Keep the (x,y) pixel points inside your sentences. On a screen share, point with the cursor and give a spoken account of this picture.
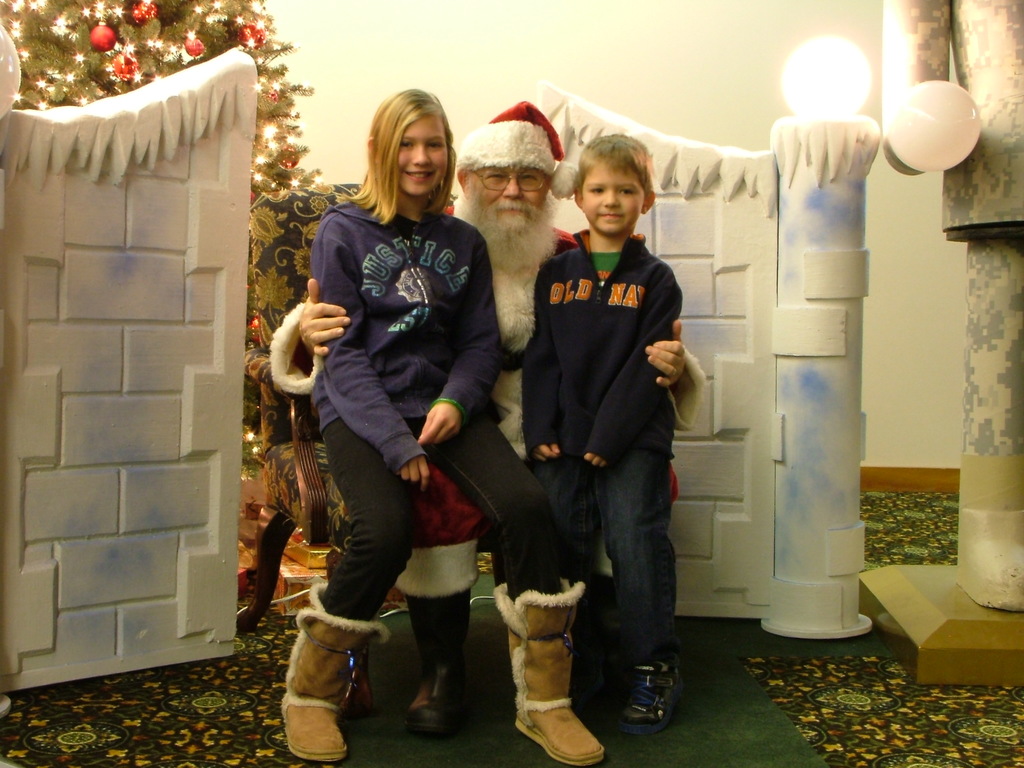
In this image I can see a man (668,370) is in Christmas grandfather (517,311), beside him a beautiful girl (391,341) is there, sitting on him, she wore blue color sweater (395,344) and a little boy (600,174) is standing near to this man (507,153). On the left side (54,36) there is a Christmas tree (211,9) decorated. On the right side (840,72) there is a light (852,114).
